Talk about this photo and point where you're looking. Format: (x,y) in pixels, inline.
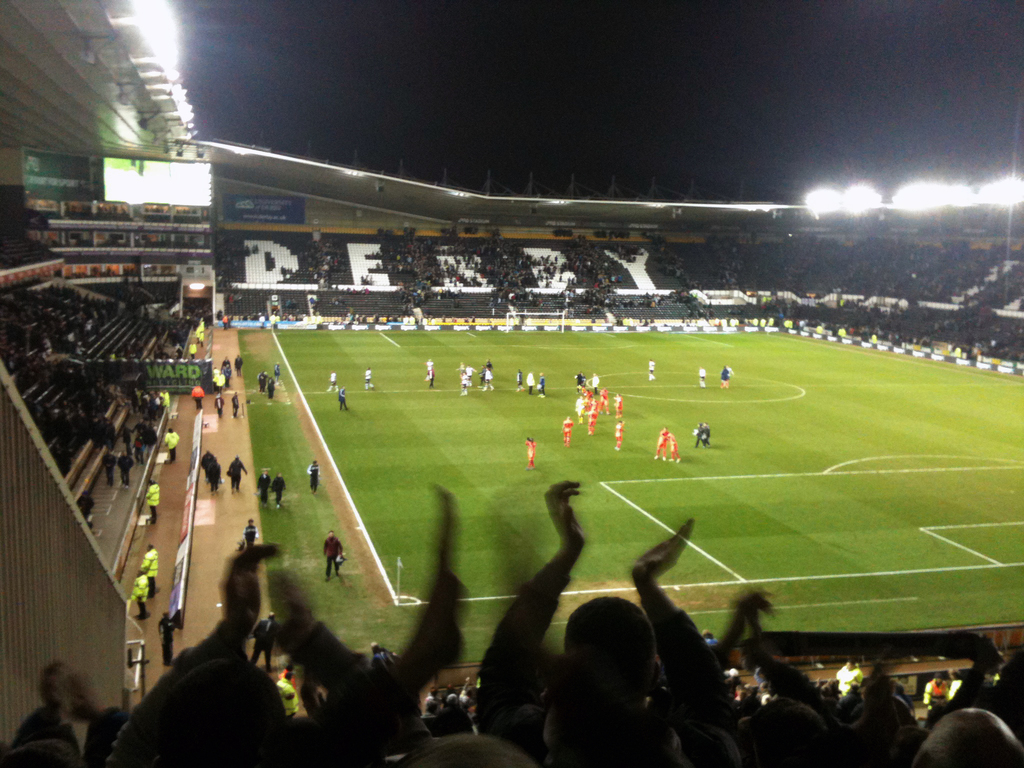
In this image we can see the aerial view of a stadium (219,274). In the stadium (214,199) we can see sky (432,103), flood lights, sheds (166,159), display screens (147,184), spectators (65,382) sitting on the chairs (243,301), persons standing on the floor (198,558) and players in the ground (629,431).
